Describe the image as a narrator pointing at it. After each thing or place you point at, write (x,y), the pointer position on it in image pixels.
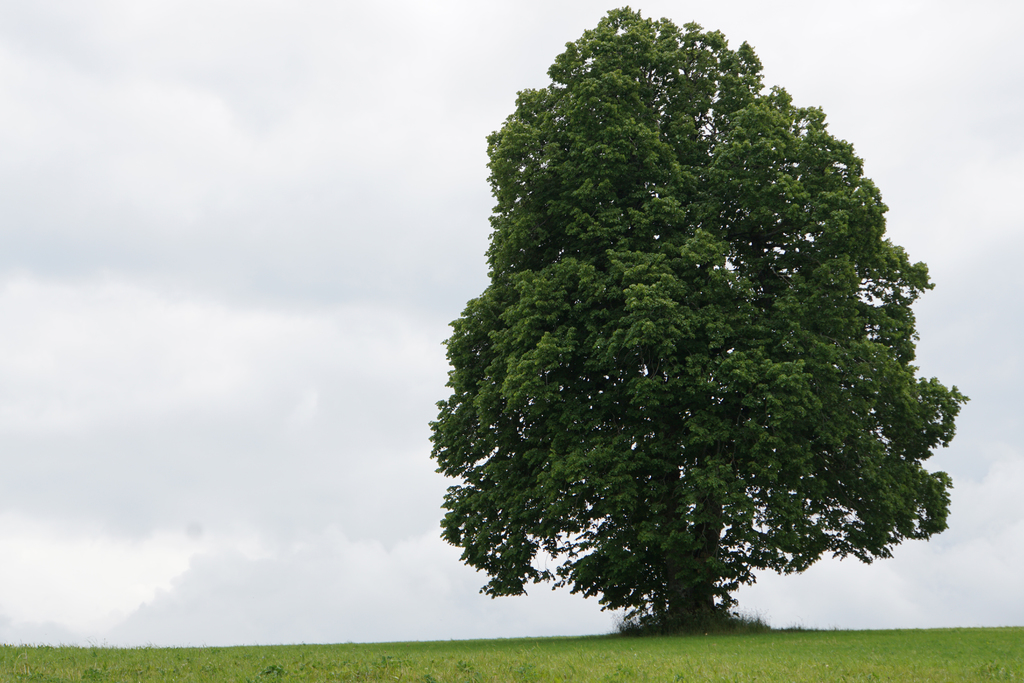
In the image we can see a tree (681,378), grass (684,666) and a cloudy sky (205,285).
